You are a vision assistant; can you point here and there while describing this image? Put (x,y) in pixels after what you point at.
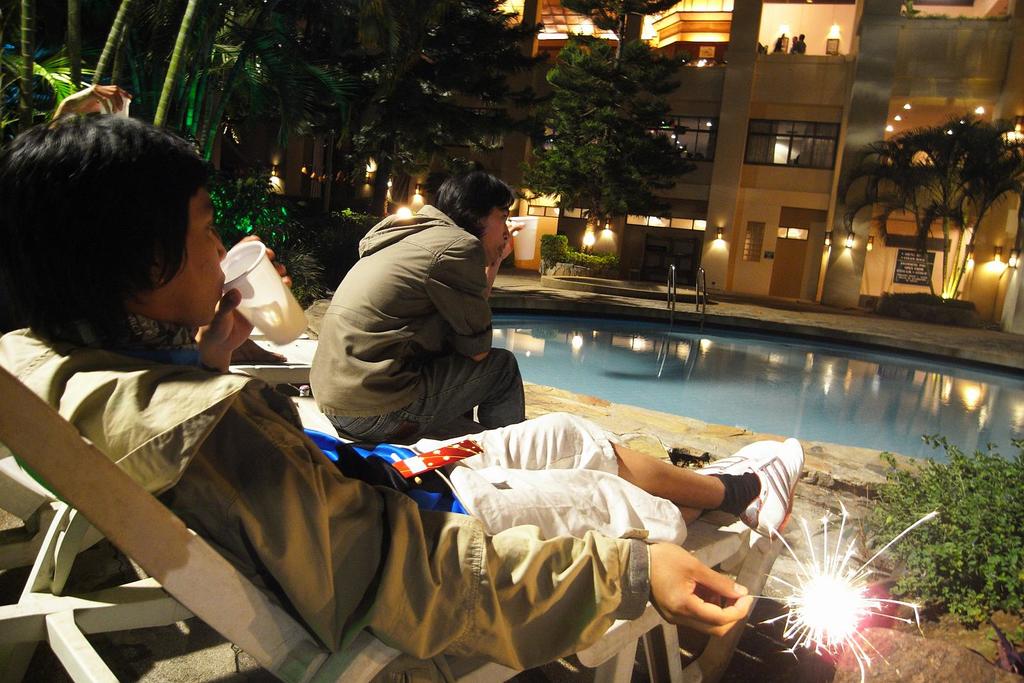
In the foreground (424,273) I can see two persons (358,487) are sitting on the chair (297,629) and on the bench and holding a glass (254,293) in hand (234,309). In the background (644,338) I can see a swimming pool (685,337), plants (883,504), trees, buildings (766,136) and people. This image is taken may be in a guest house (888,265).
